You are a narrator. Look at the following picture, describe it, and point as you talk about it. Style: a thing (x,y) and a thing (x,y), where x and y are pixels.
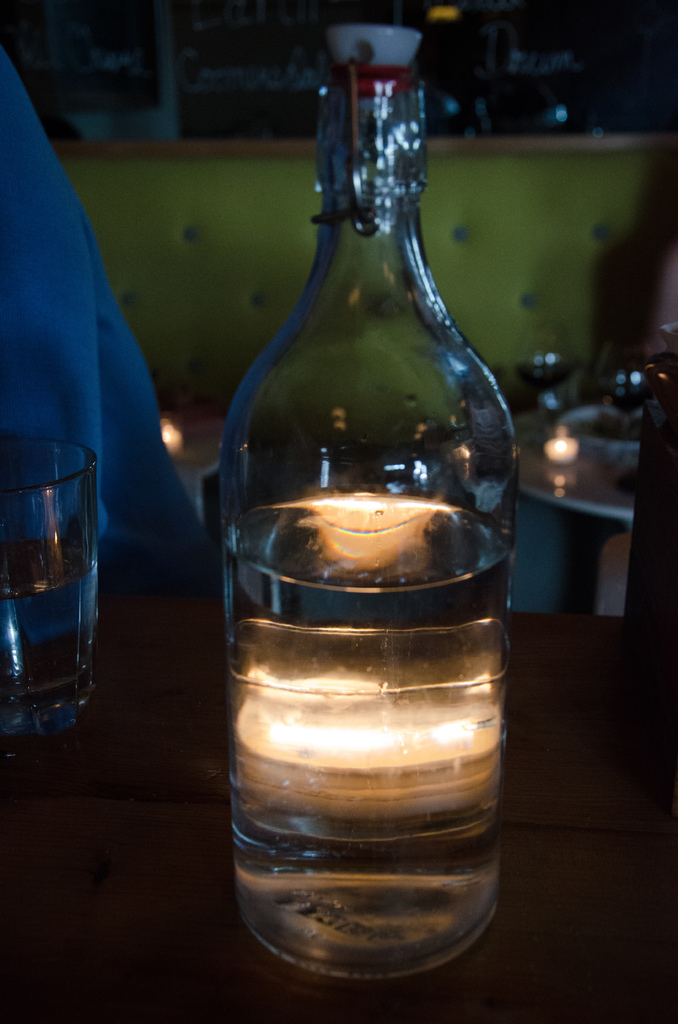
A glass bottle (376,434) with some liquid (359,725) in it and a glass (65,566) are on a table (65,923).
